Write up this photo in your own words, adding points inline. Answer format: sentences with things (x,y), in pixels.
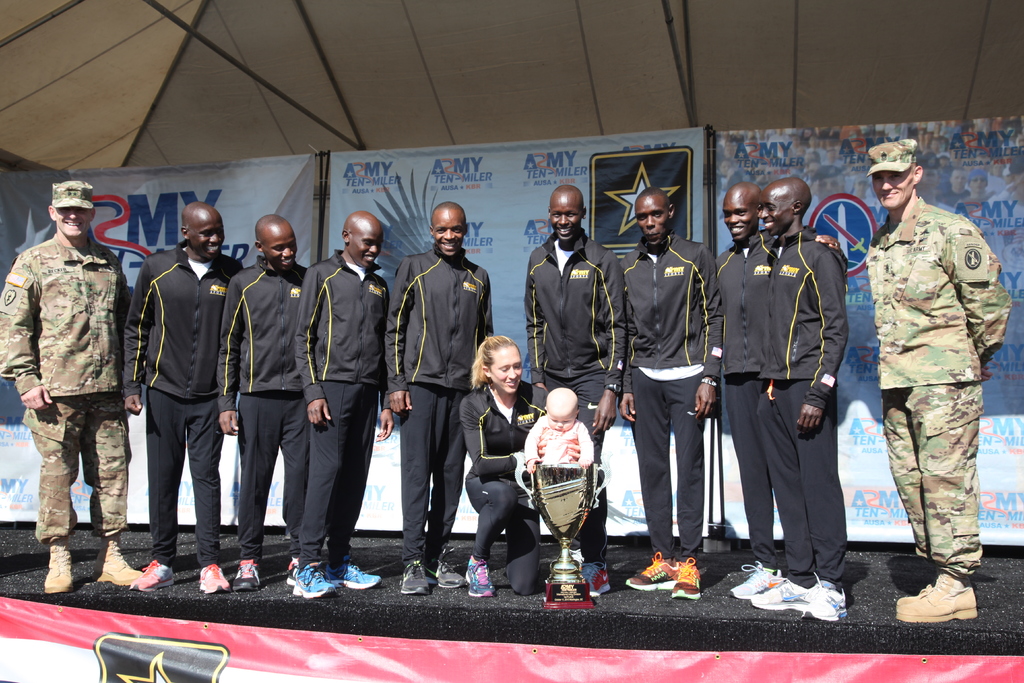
In this image we can see men (407,327) standing on the dais (493,577) and a woman (491,472) sitting on the dais (493,564) by holding a baby (535,447) in her hands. In the background (263,111) we can see shed (267,74), advertisement (297,193) and in front there is a trophy (555,469).
